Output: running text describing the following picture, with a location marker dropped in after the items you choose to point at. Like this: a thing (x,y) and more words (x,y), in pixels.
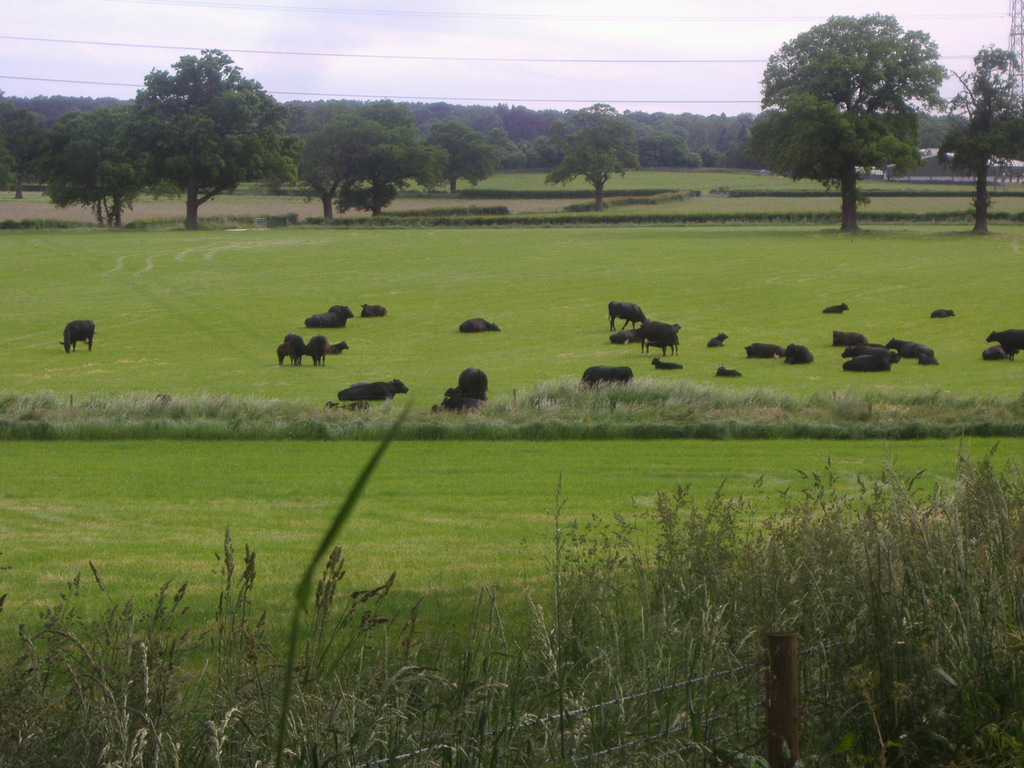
In this image in the center (639,333) there are some animals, and at the bottom (631,685) there is grass (873,653) and some plants (891,636). In the background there are some wires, and at the top (692,60) there are some wires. On the right side (1016,49) there is tower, at the top of the image (416,9) there is sky (384,9).
